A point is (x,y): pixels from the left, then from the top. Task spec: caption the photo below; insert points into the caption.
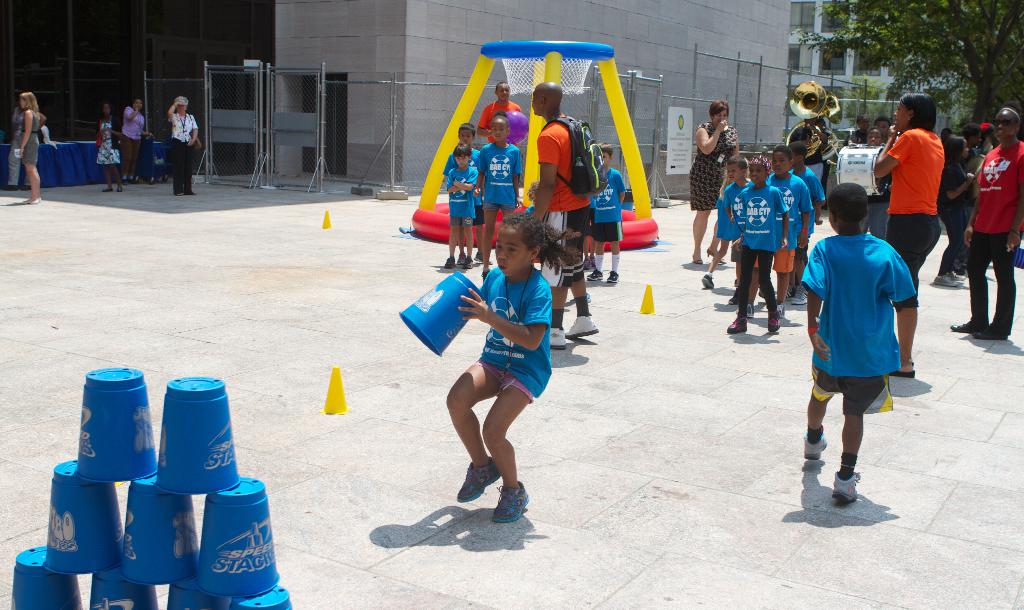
In this image I can see group of people (810,335), some are standing and some are walking. In front (847,310) the person (841,329) is wearing blue and brown color dress (852,376), and I can see few musical instruments (830,99). In front (216,597) I can see few blue colored objects (97,491), background I can see a toy game (451,146) in yellow and blue color. I can see trees (913,40) in green color and the building (383,40) is in gray color and I can see the railing (308,135).
